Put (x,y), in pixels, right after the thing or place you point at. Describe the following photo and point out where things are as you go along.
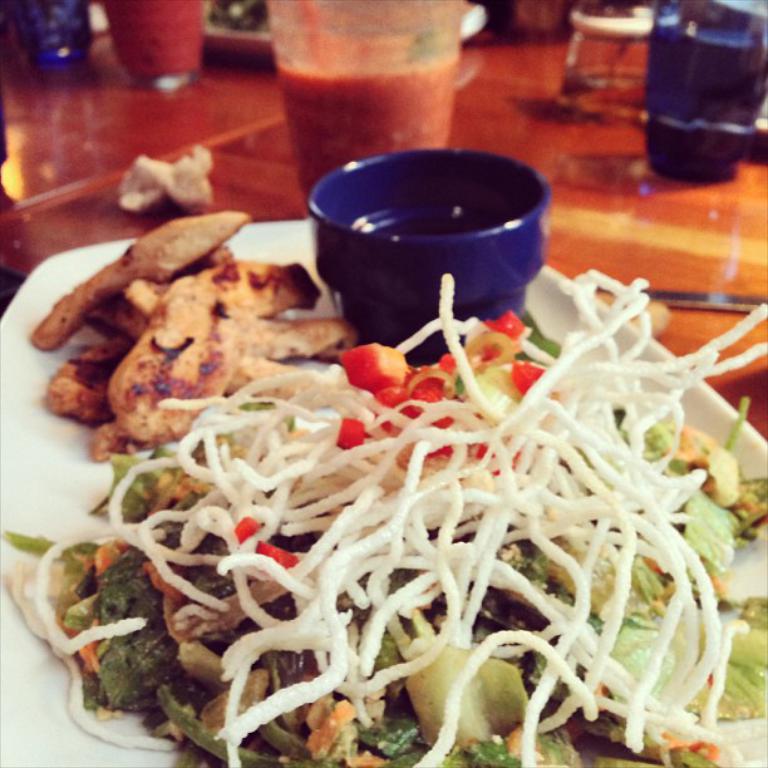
In this image I can see plates (533,310), glasses (694,69), food (87,406) and objects (209,160) are on the wooden surface (223,150).
